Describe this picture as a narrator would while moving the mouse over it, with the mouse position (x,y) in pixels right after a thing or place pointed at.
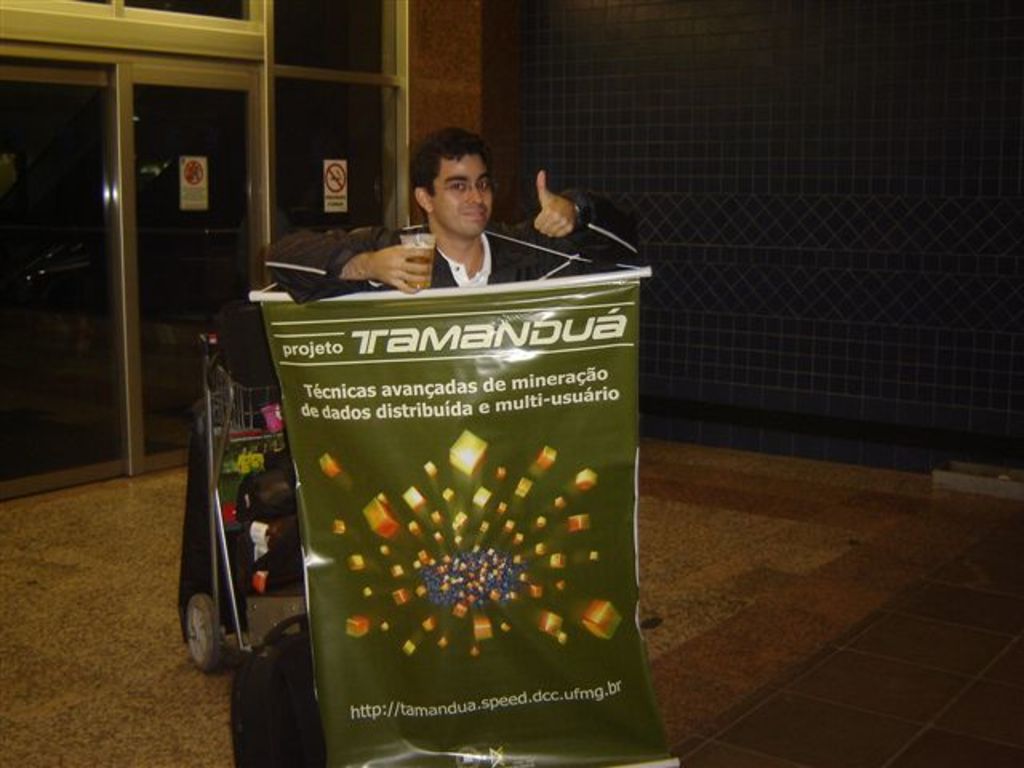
In this picture there is a man (392,261) standing and holding the glass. In the foreground (389,548) there is a banner (451,430), there is text (419,337) on the banner (501,631). At the back (183,586) there is a bag (268,373) and there are objects (232,503) in the trolley (221,533). There are posters (330,178) on the glass (209,171), there is text (194,202) on the posters (202,186). At the bottom (801,619) there is a floor (797,622).
